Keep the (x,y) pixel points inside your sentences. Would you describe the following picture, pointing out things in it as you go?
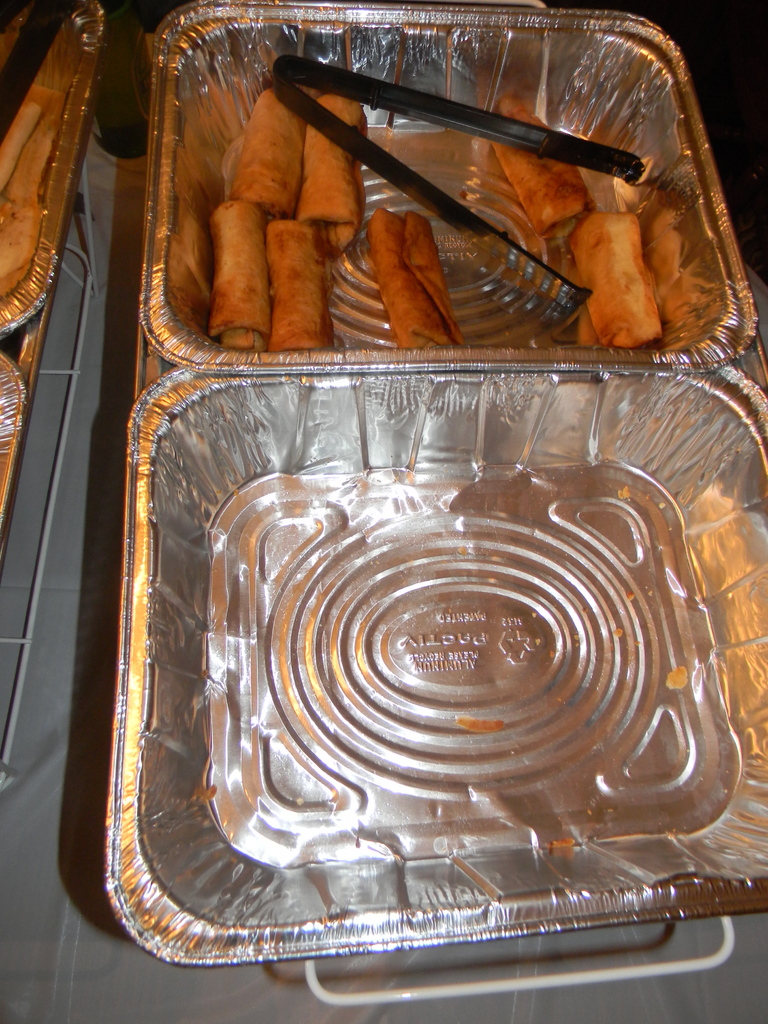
This image consists of food (415,265) which is in the plate (468,275) and there is a tong (395,167).
